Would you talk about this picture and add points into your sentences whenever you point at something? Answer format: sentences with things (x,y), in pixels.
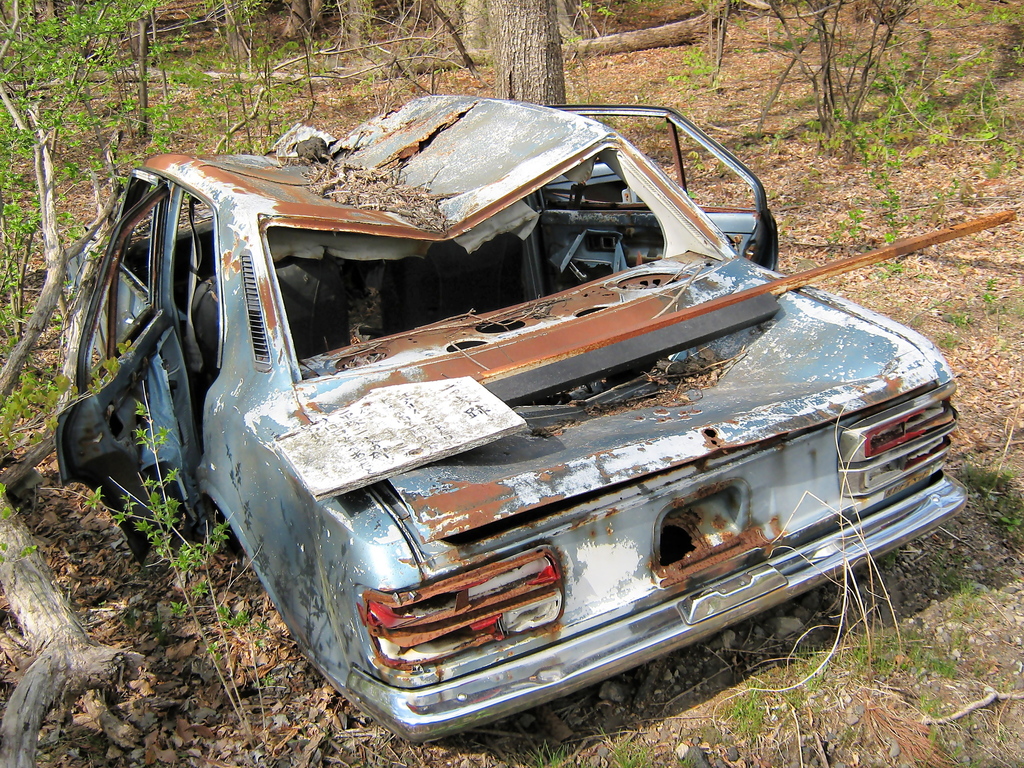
In this picture we can see a vehicle (312,361) on the ground (224,650), here we can see dried leaves (520,762), grass (638,756) and in the background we can see trees (184,28).
